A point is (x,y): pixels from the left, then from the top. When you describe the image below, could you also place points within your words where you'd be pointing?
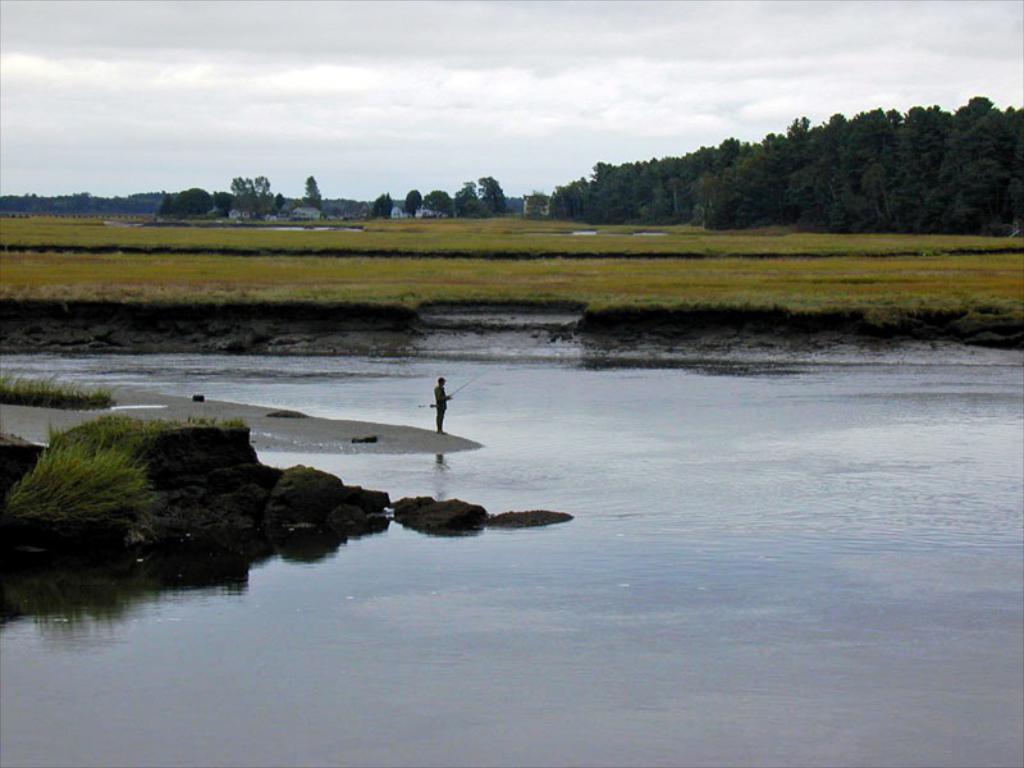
In the picture we can see a water (579,693) and just beside to it, we can see a man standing on the bank (4,494) of the water (591,688) and fishing and in the background (976,80), we can see a grass surface (189,281), trees (972,113), hills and sky (456,105) with clouds (304,171).
